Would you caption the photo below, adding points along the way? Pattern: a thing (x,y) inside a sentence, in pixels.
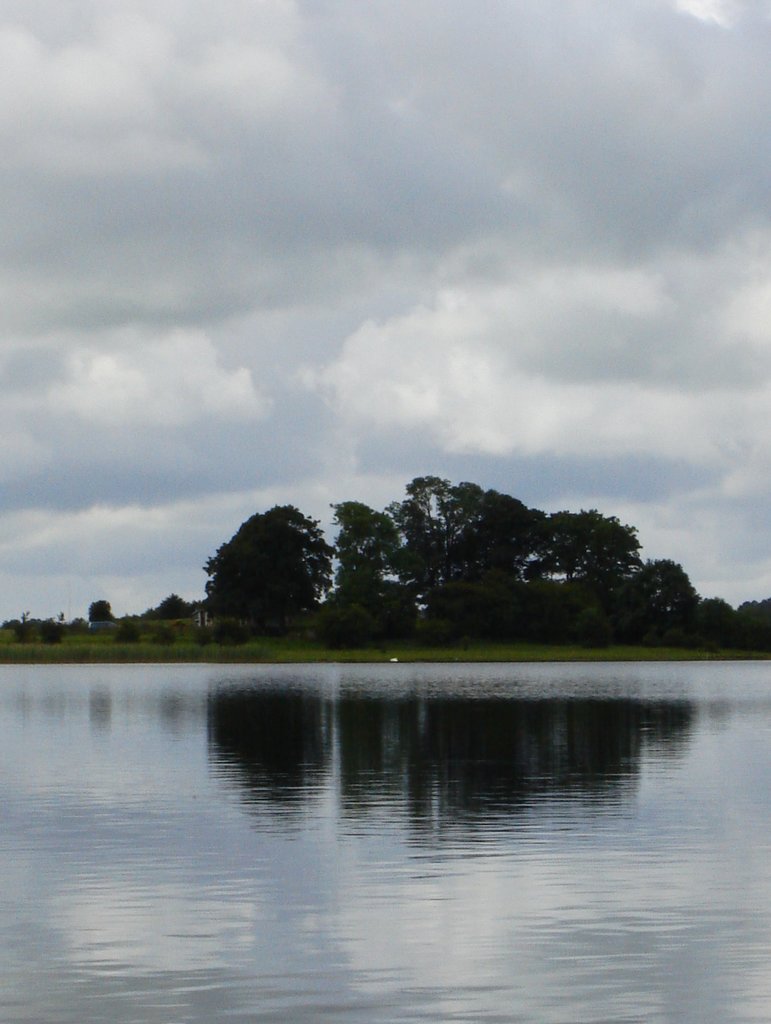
In this picture, we can see water (381,757), ground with grass (145,622), trees (221,616), and the sky (432,402) with clouds (588,373).
